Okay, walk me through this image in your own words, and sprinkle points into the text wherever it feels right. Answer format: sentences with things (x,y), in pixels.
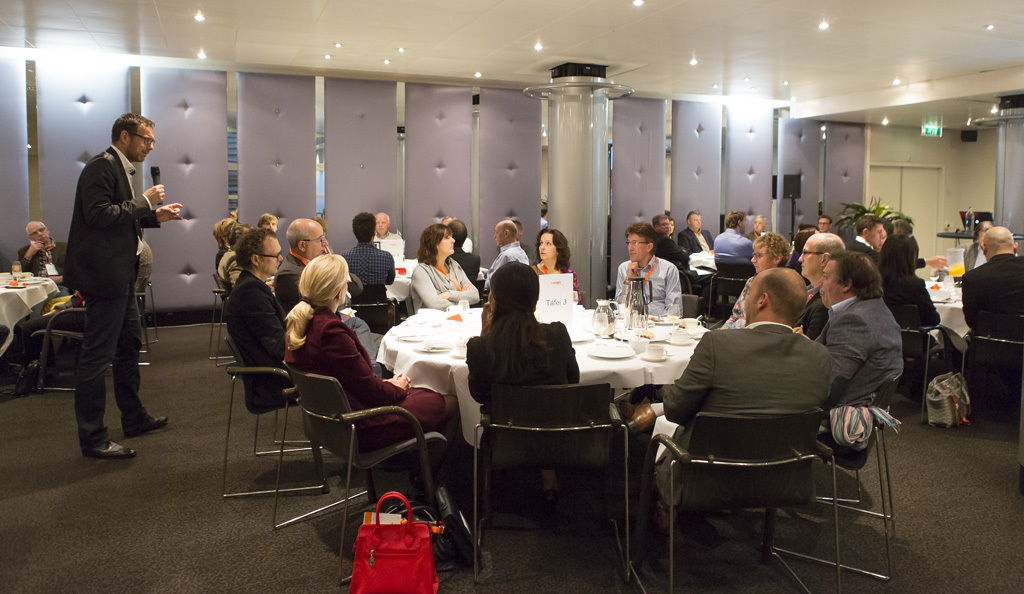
In this picture we can find a group of people (294,228) sitting, they have a table (451,333) in front of them and there is a red bag (366,590) kept on the floor (483,560). There are some other people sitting in the back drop and there are some lights (339,45) on the ceiling (356,57).
